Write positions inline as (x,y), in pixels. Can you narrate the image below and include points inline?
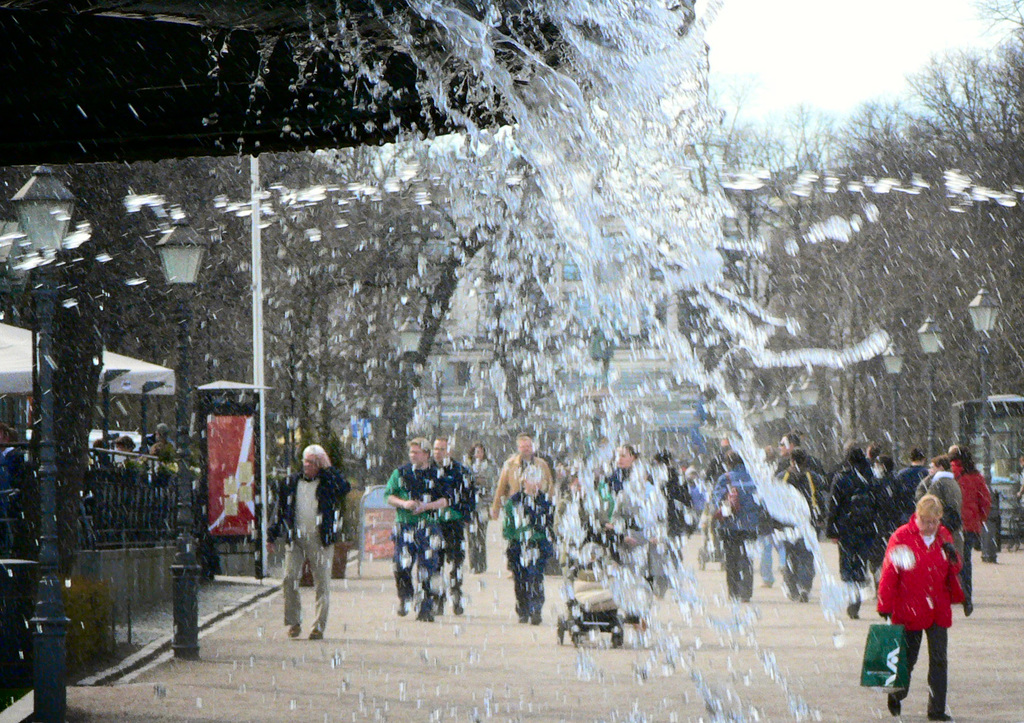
In this image I can see water (597,254) is spilling, at the bottom (884,517) group of people (870,507) are walking on the road (495,531). On the right side (911,258) there are trees (898,265), on the left side (186,414) there are street lamps (189,427).
